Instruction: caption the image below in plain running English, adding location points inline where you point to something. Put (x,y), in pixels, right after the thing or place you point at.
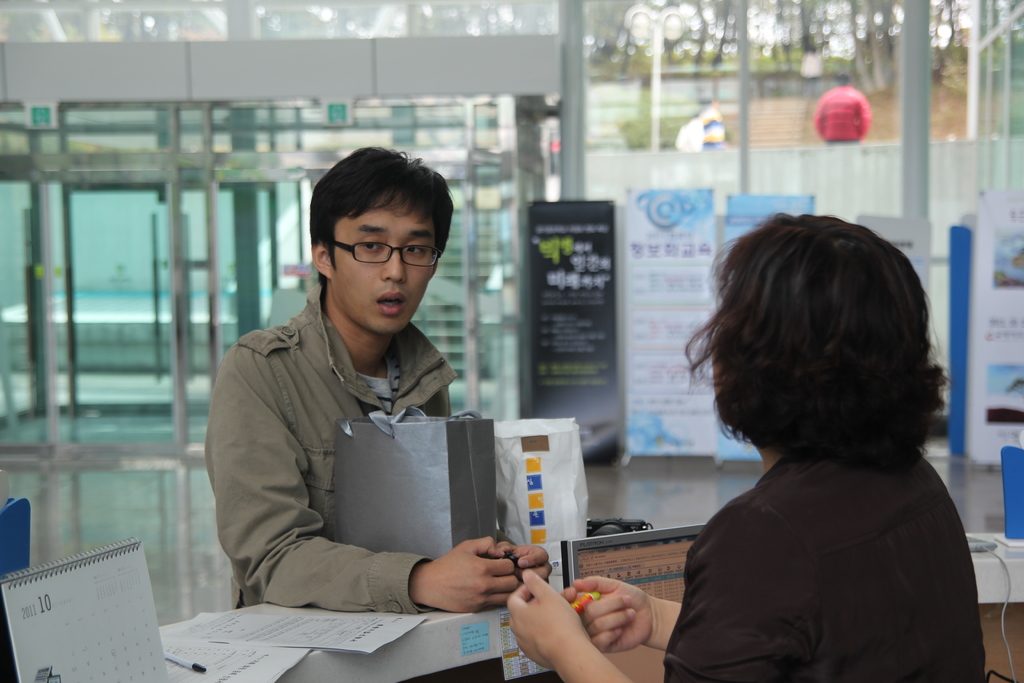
The man (401,393) in the middle of the picture (362,346) is standing. I think he is trying to talk something. In front of him, we see a table (424,631) on which plastic covers (482,483), papers (223,630), pen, calendar (98,602) and mobile phone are placed. In front of him, the woman (767,553) in the black dress (774,544) is holding an orange color pen (581,601) in her hands (566,625). On the right side (839,154), we see glass windows (854,159) on which posters (697,304) or banners (572,268) are pasted. From the window (692,101), we can see people (836,117) are walking on the road (759,138) and we even see the trees (792,7). On the left side (98,234), we see glass doors (63,284) from which we can see the staircase (444,313).
